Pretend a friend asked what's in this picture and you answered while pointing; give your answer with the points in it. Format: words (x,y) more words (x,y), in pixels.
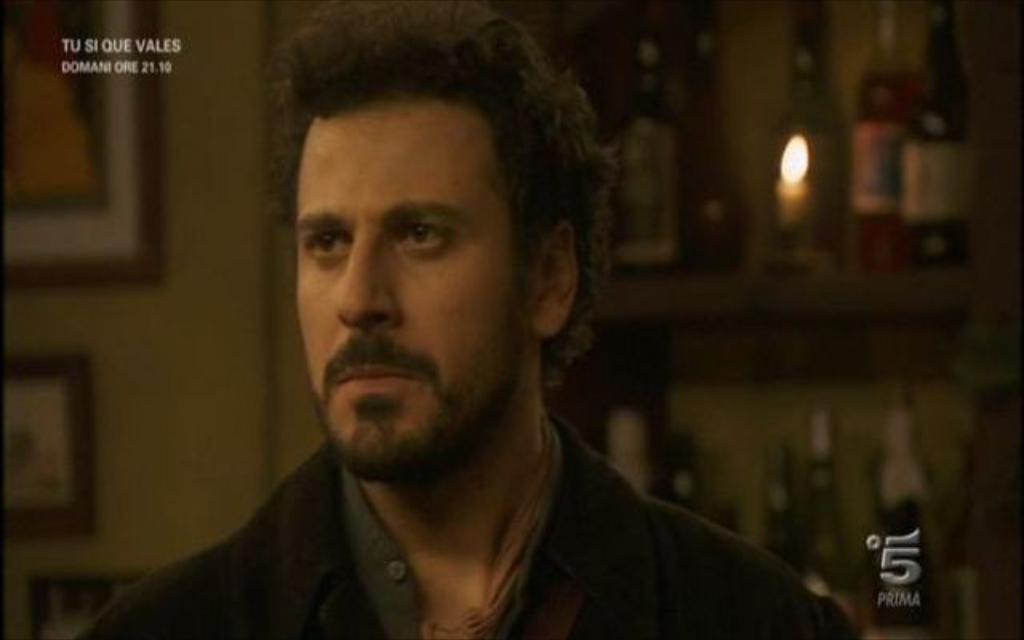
In this image I can see the person (487,580) with the dress (516,561). In the background (139,368) I can see many frames (67,279) to the wall (246,371) and I can see the candle (797,197).
